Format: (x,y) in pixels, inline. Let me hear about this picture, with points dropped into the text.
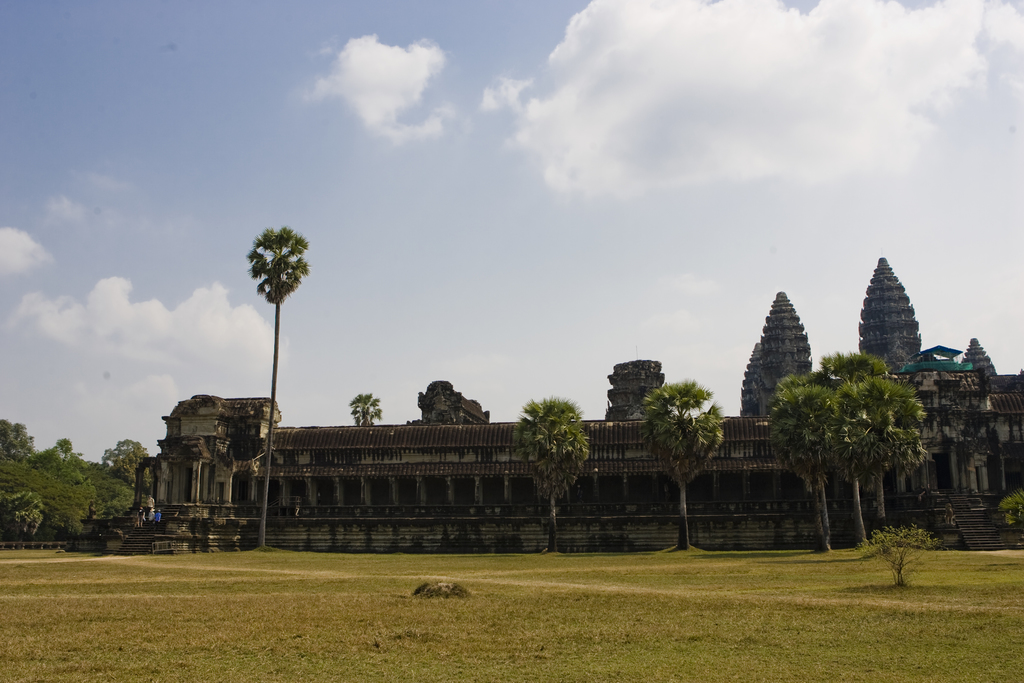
In this picture we can see the grass (417,614), ancient architecture (670,523), trees (565,445) and in the background (310,119) we can see the sky (451,188) with clouds (584,189).
